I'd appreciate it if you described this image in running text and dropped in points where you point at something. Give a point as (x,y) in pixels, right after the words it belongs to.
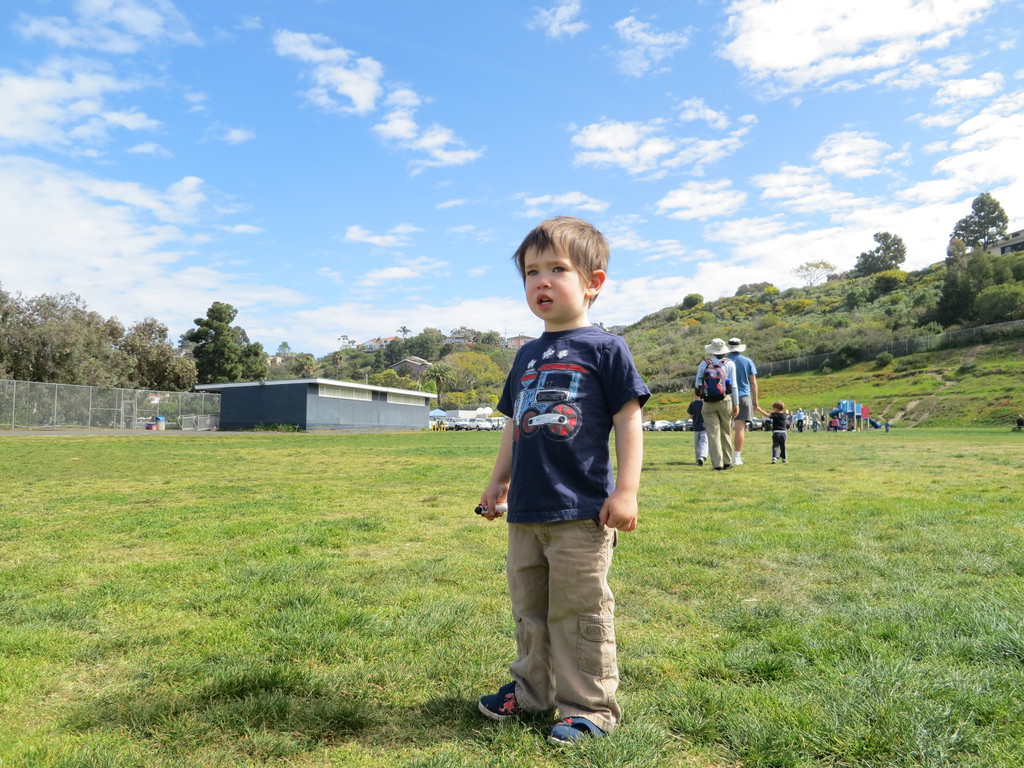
In this image we can see a few people (574,464) on the ground (398,444), there are some trees (386,375), buildings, grass (390,462) and vehicles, in the background (515,327) we can see the sky (309,178) with clouds (768,191).
